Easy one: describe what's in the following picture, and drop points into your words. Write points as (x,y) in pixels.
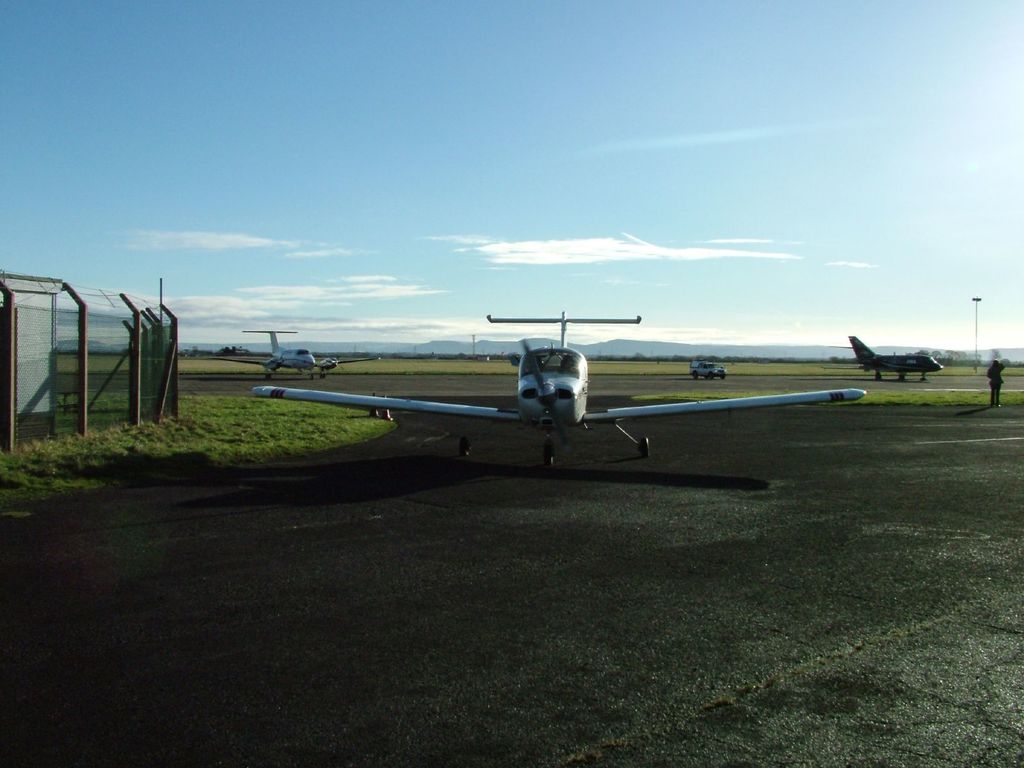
In this image there are airplanes (909,371) on a runway (682,524), on the left side (74,411) there is fencing (95,382), in the background (242,191) there is the sky (844,163), on the right side (996,381) there is a man (993,378) standing.
